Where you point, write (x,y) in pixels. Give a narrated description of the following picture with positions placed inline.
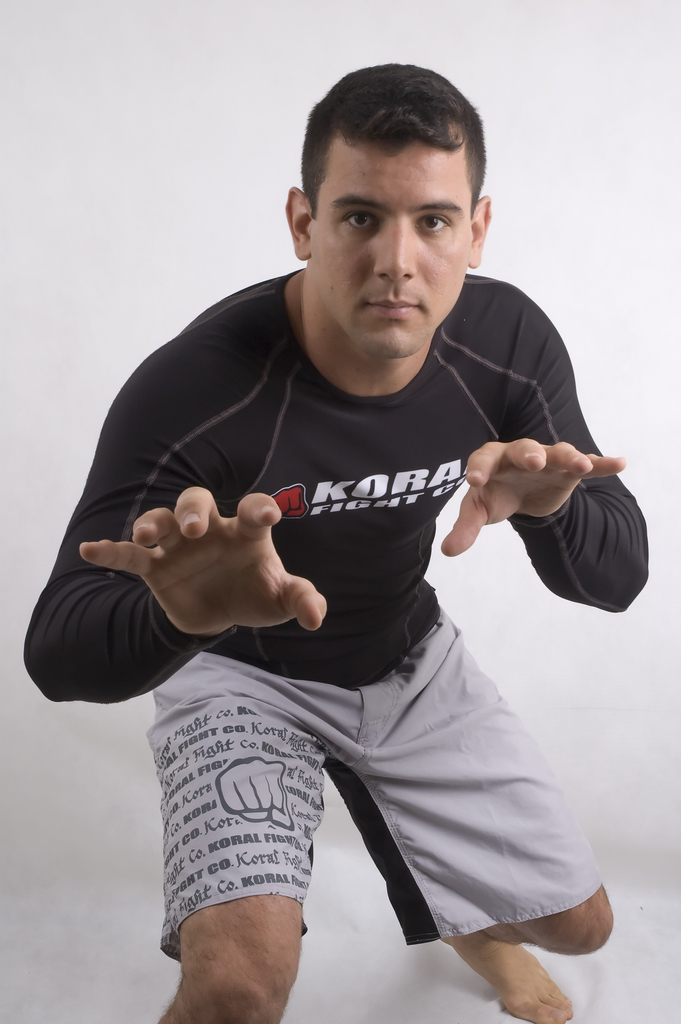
In this image we can see a man (273,826). He is wearing black color T-shirt (424,407) with grey shorts (441,804). The background (145,295) is white in color.
